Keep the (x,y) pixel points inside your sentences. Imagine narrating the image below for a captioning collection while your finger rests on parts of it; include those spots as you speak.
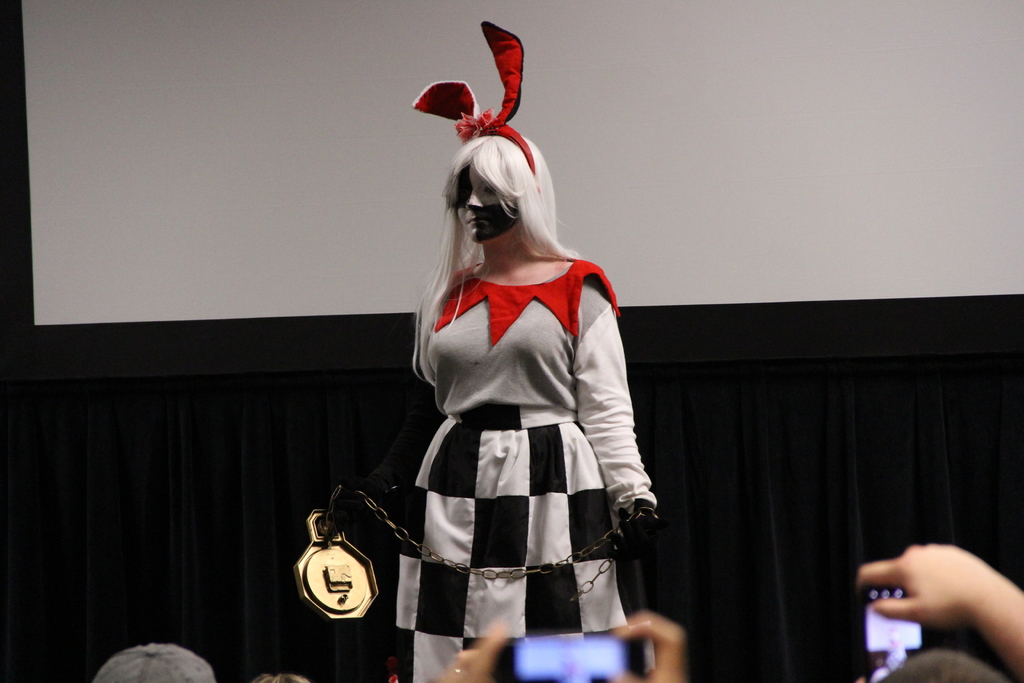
In this image, we can see a person (496,466) wearing a costume (500,510) and holding a chain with object (350,569). At the bottom (608,667), we can see people hands (989,612) and screen (521,681). Background (794,672) there is a screen (244,208) and curtain (262,566).
